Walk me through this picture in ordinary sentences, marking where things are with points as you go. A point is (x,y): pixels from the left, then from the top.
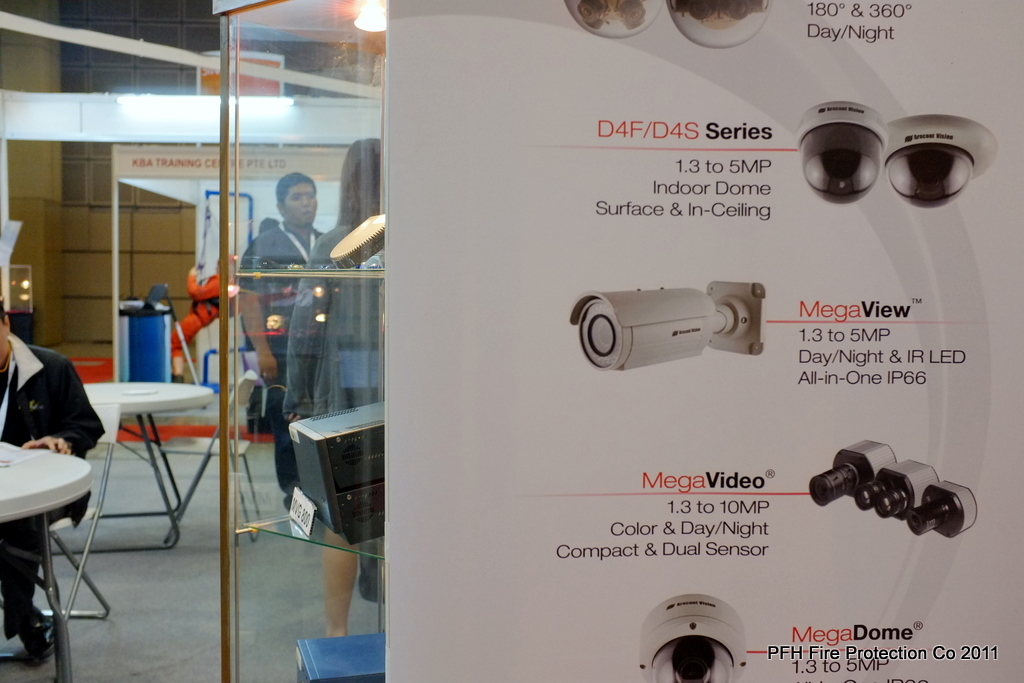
At the right side of the picture (914,207) there is a poster (540,103) having few pictures (587,321) of camera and text (682,485) on it. Beside there is a shelf (285,535) having few items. In the back side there are few people (278,408) standing. At the left side (24,390) there is a person (76,395) sitting on a chair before a table (61,658).
